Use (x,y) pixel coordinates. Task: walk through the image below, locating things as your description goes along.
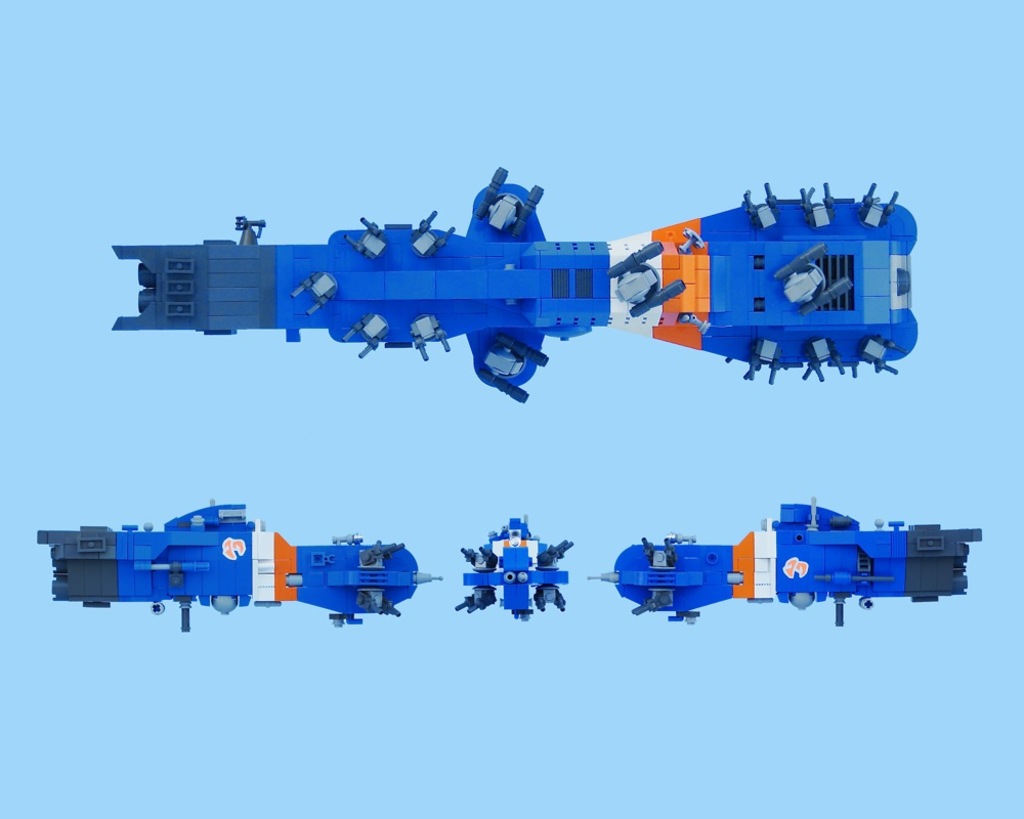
In this image I can see some machine like objects (560,294) seems to be made up of plastic building blocks (215,596).
